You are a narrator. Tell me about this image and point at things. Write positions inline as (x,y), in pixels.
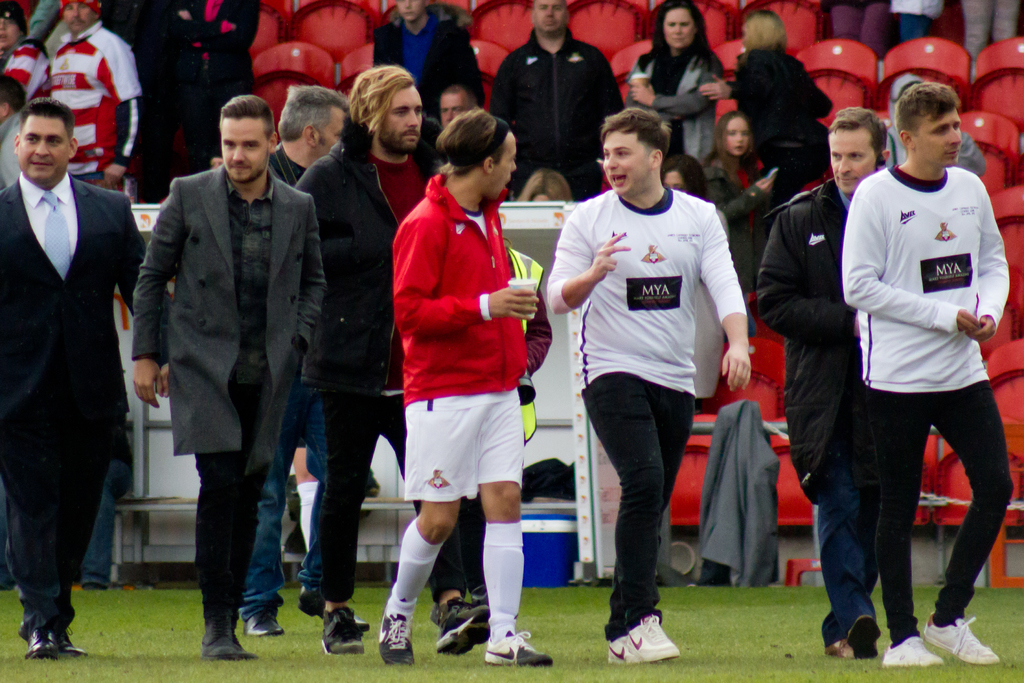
In this image we can see persons (888,288) walking on the ground (587,608) and one of them is holding a disposable tumbler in the hands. In the background (430,76) we can see spectators (671,87) standing near the seats (729,104).
